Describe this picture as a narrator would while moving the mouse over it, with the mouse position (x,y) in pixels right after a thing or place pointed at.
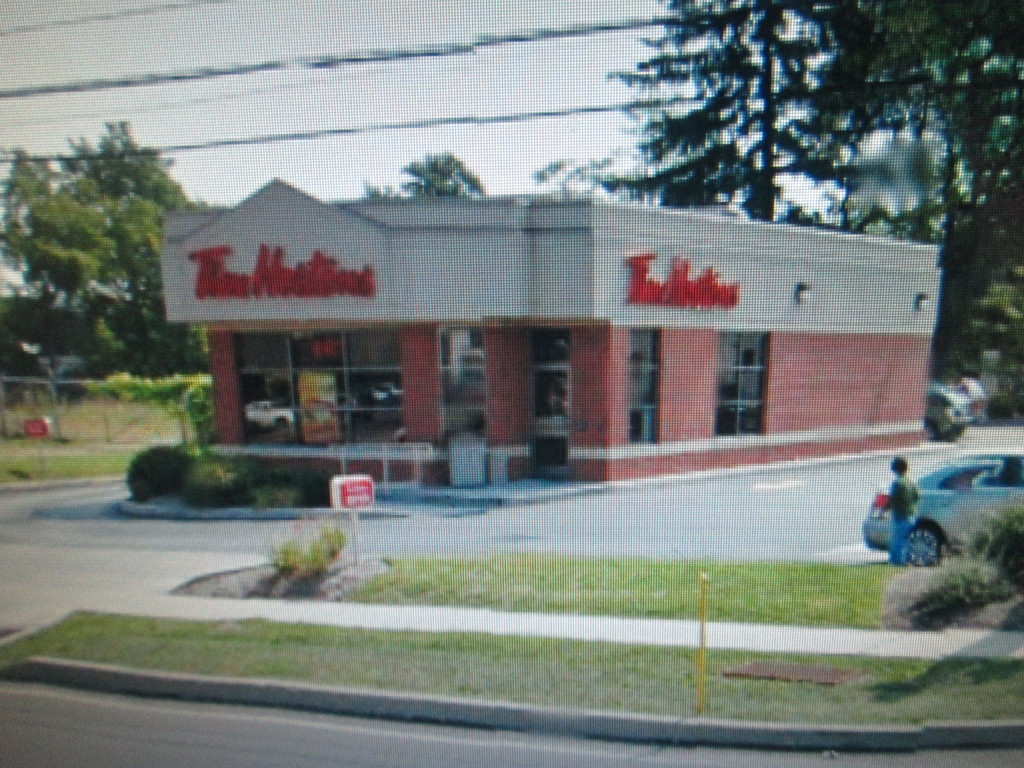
In this image we can see a store (386,270) with some text (280,262) and we can also see trees (828,18), plants (224,479), boards (338,479) with some text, vehicles (927,538) and in the background (464,126) we can see the sky (451,136).
